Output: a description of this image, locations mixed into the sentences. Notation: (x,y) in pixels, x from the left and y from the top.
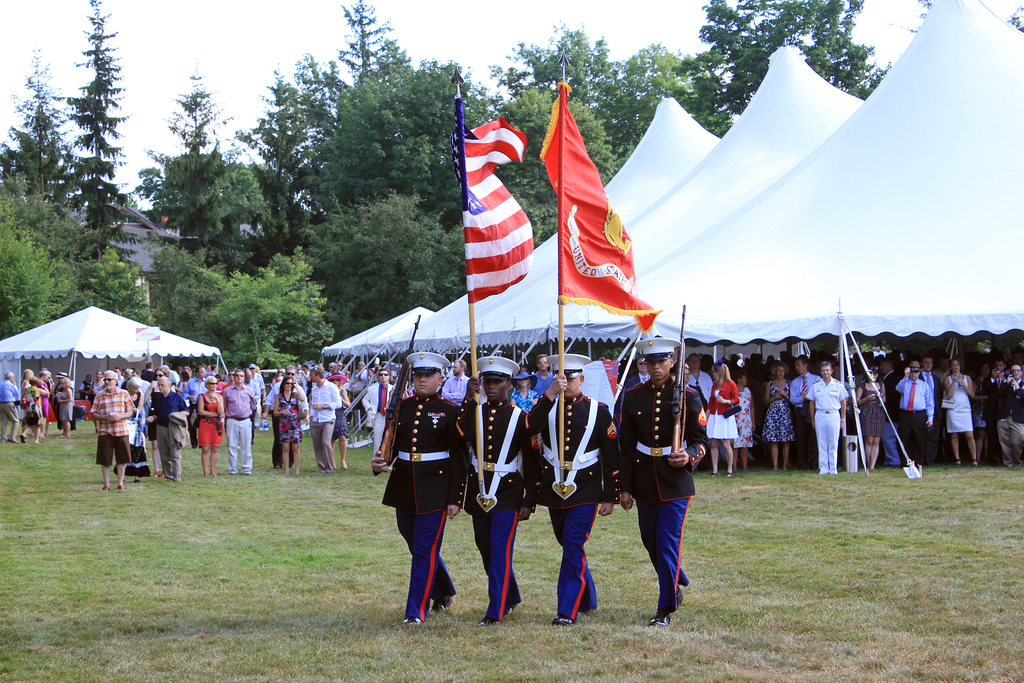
To the bottom of the image (268,564) there is a ground (273,592) with the grass (799,612). In the middle of the grass (860,552) there are four man (419,440) with the black shirts (638,429), blue pants (672,515) and white caps (502,365) is walking on the grass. The middle two members (579,428) are holding the flag poles (479,437) with the flags (494,292). And the corner two (652,435) are holding the guns (673,441) in their hands (681,454). At the back of them there are many people (371,391) standing. And also there is a white tent (535,284). In the background (509,99) there are trees (529,205) and to the top of the image (647,14) there is a sky (255,87).
